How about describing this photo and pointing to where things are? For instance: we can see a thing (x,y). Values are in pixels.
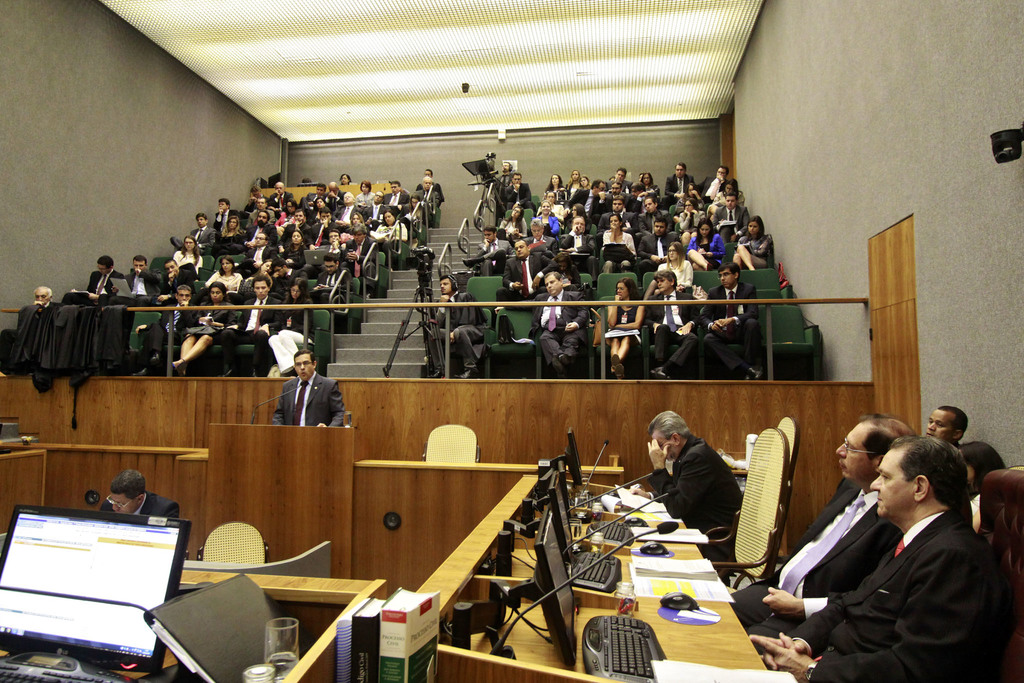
In this picture to the left (62,624), there is a computer (36,632) on the table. A file (190,647) and a glass (285,668) on the table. In the middle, there is a person (311,393) who is wearing a grey suit (309,407) and is standing. To the right (818,600), there are group of people (895,506) who are sitting on the chair (770,455). There are group of people (300,246) who are sitting on the chair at the top (349,214). There is a cameraman (506,197) who is standing at the top (497,176).
